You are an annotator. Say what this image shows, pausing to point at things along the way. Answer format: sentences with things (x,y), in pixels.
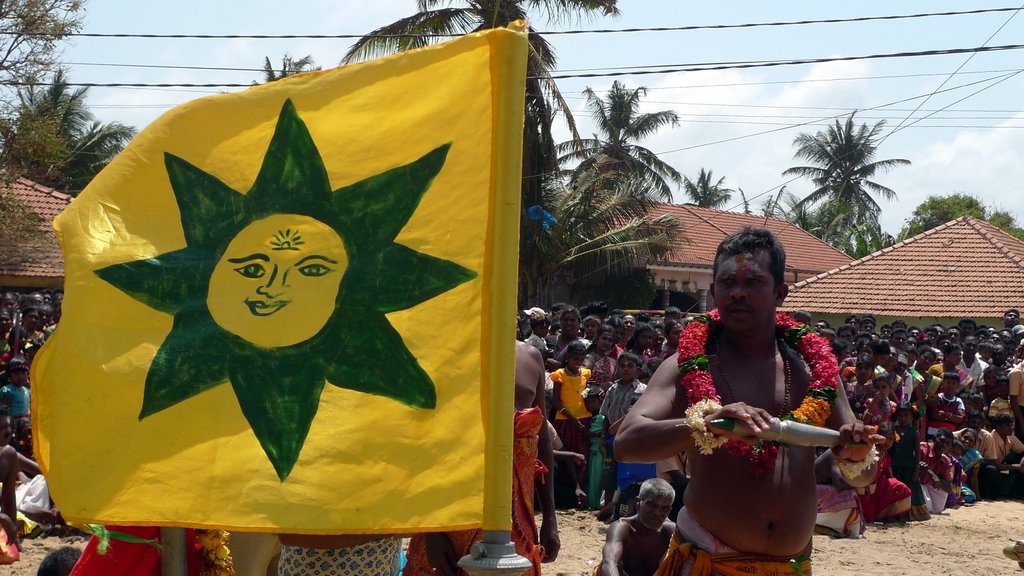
In this image there are group of people (740,378) standing and some of them are sitting, in the foreground (317,372) there is one flag pole (487,499) and one person (762,443) is wearing a garland (730,442) and holding something in his hands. At the bottom (572,525) there is sand (947,543), in the background (971,254) there are some trees (823,220), houses (975,259), wires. At the top of the image (784,93) there is sky (132,87).
